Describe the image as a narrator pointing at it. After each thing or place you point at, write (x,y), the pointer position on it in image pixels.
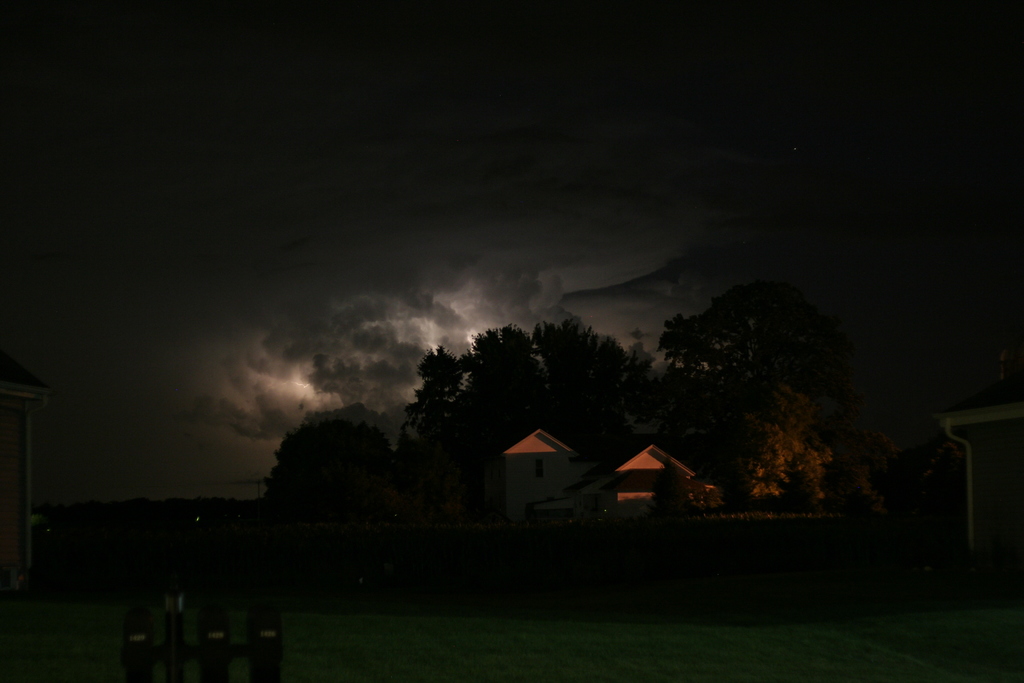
There is a building (531,478). Back of the building (630,463) there are trees (577,433). In the background (261,367) there is sky (281,337) with clouds (406,325). On the sides there are buildings (975,463).
